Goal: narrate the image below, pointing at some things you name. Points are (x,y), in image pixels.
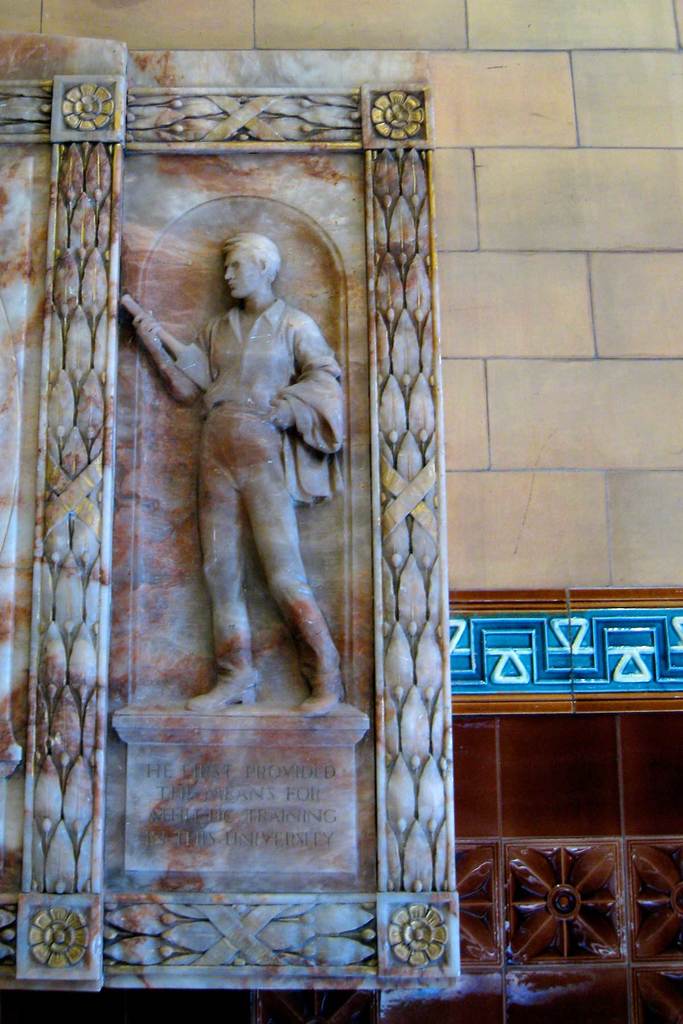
In this image we can see a wall (149,656) with a sculpture (267,473). On the walls (176,164) there are some decorations (408,379). In the back (524,230) there is a wall (447,88) with bricks (552,253).
